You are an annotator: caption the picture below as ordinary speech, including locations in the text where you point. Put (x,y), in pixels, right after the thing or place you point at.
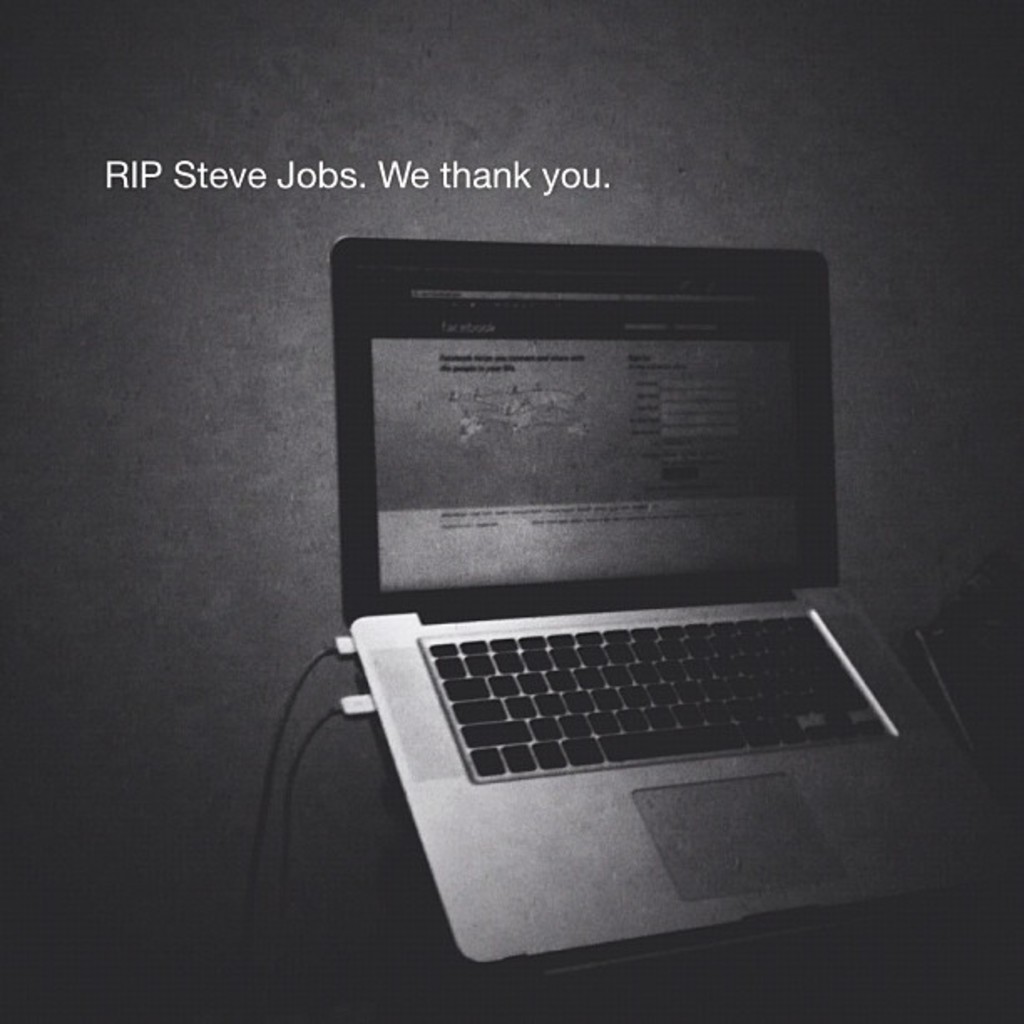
It looks like an edited image, there is text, there is a laptop (411,704). And the background (672,18) is dark.
